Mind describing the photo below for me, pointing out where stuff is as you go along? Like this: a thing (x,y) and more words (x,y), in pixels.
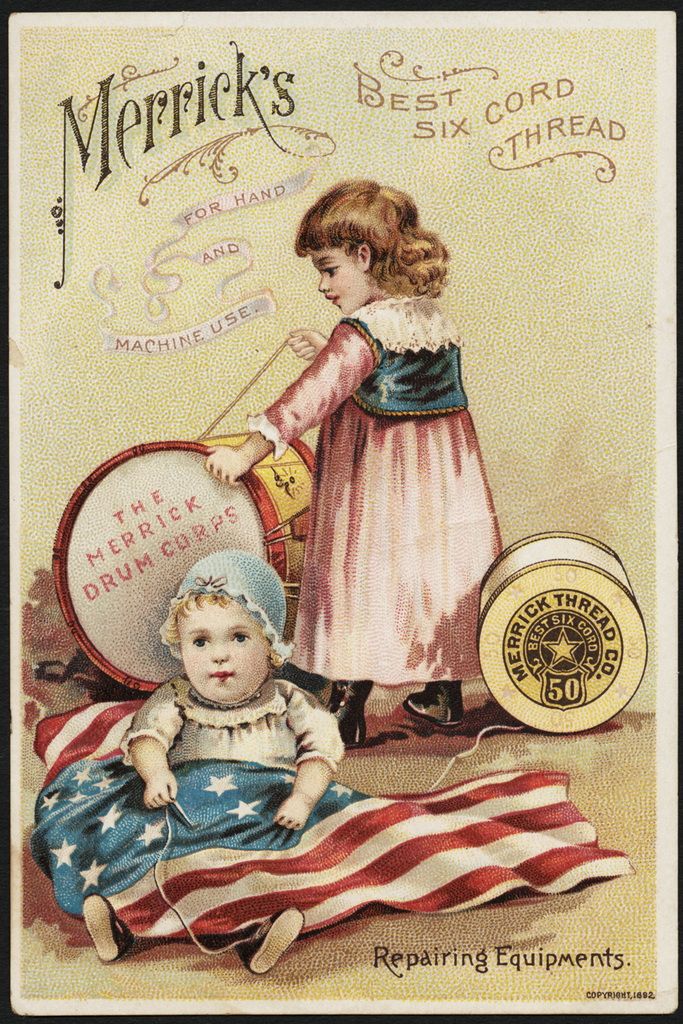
In this picture, we see an art of two girls (292,702). The girl (454,670) who is standing is holding the drum (278,504) in her hands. At the bottom (280,827), we see a flag (264,850) or a cloth (273,826) in white, red and blue color. At the top (148,118), we see some text (368,87) written. This picture might be a poster or a photo frame.
